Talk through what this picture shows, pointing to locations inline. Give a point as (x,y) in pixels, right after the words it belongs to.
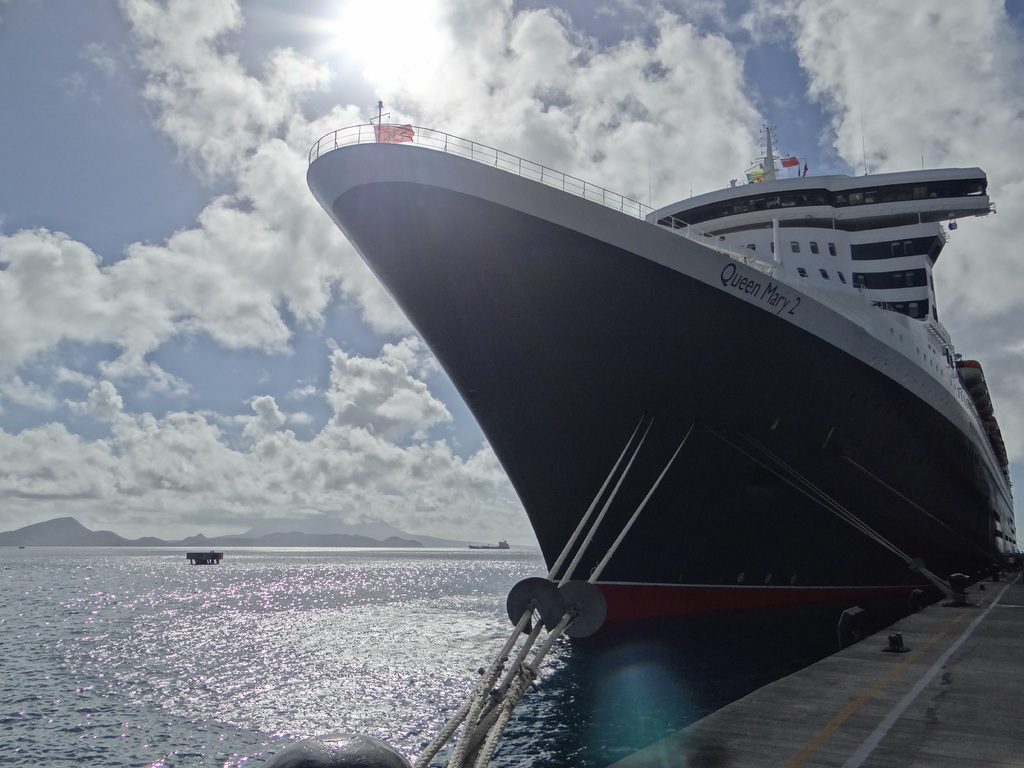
In this picture we can see a ship (897,558) on water (304,620), platform (857,664), mountains (391,524) and in the background (569,168) we can see the sky (258,173) with clouds (80,294).
